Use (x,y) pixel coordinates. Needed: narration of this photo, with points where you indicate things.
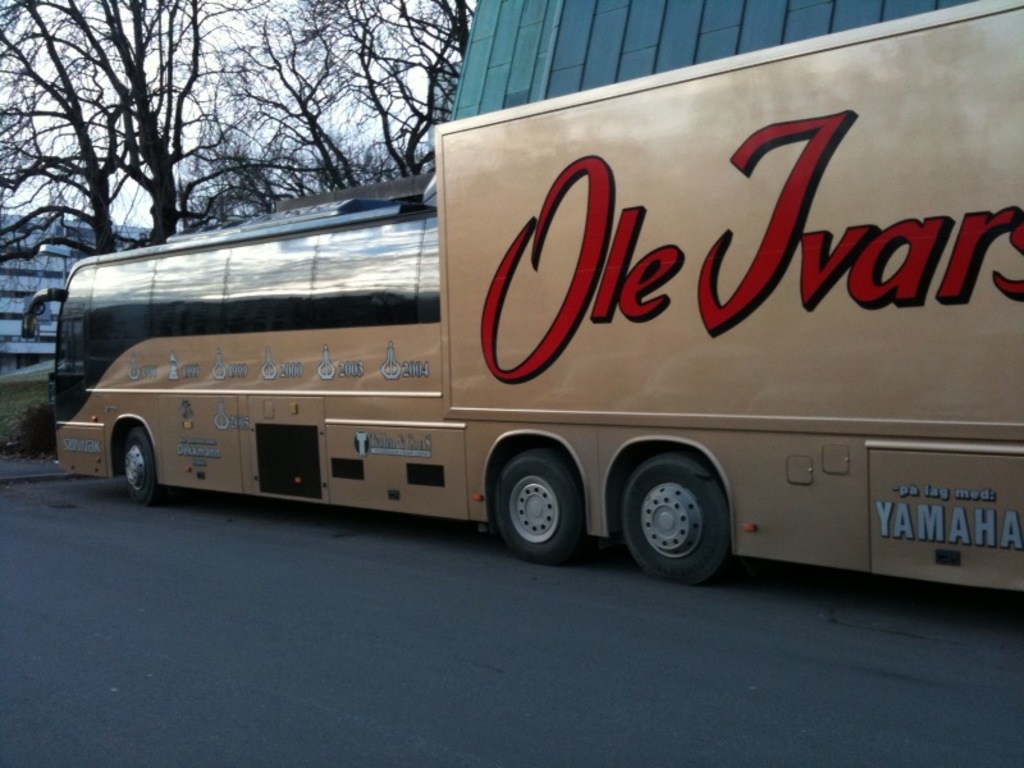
In this image we can see a vehicle (679,526) on the road (735,671). In the background (48,24) we can see a building (7,334), branches (181,125), and sky (301,126).
